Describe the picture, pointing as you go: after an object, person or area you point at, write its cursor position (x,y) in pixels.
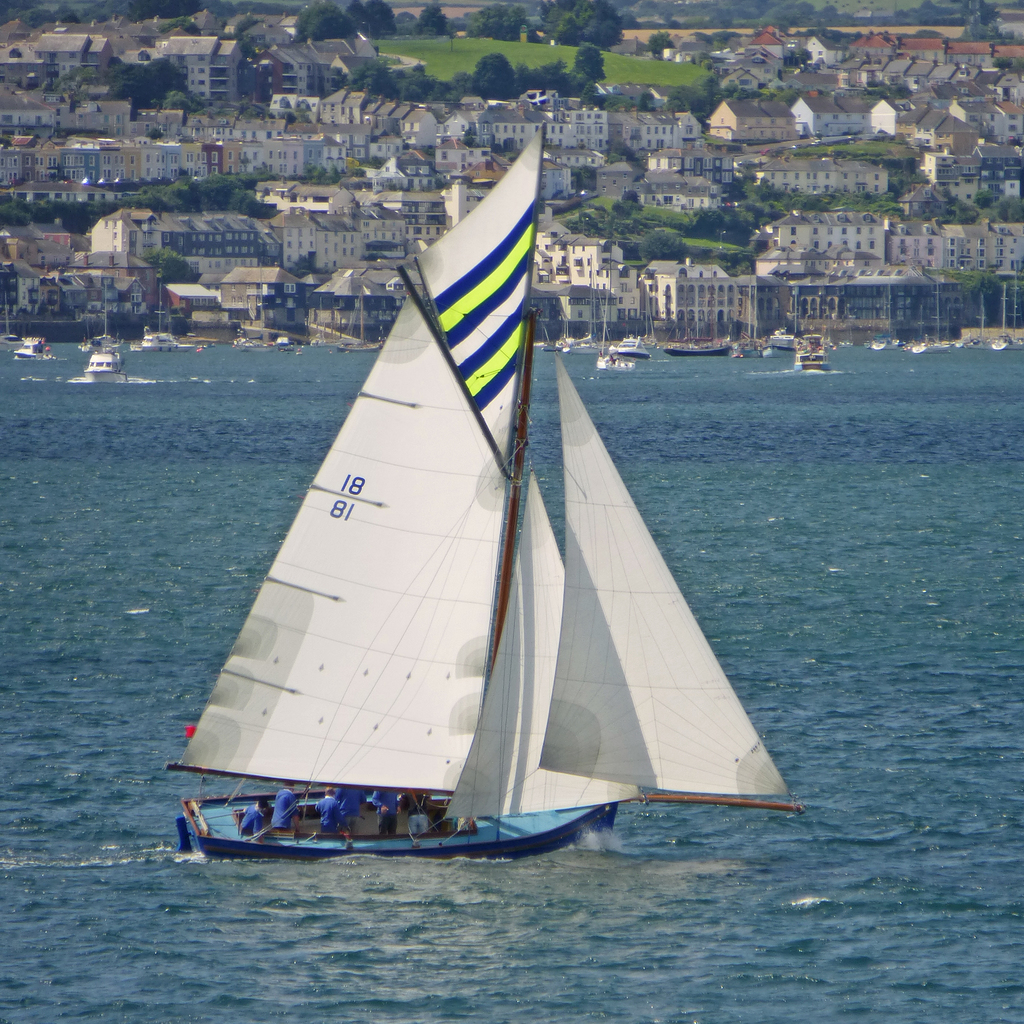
In the foreground of the picture (191,872) there is water (178,872). In the center of the picture (430,586) there is a boat (417,498). In the background (93,344) there are boats (576,351) in the water (697,360). At the top (324,162) there are buildings (526,108), trees (320,26), grass (434,43).
